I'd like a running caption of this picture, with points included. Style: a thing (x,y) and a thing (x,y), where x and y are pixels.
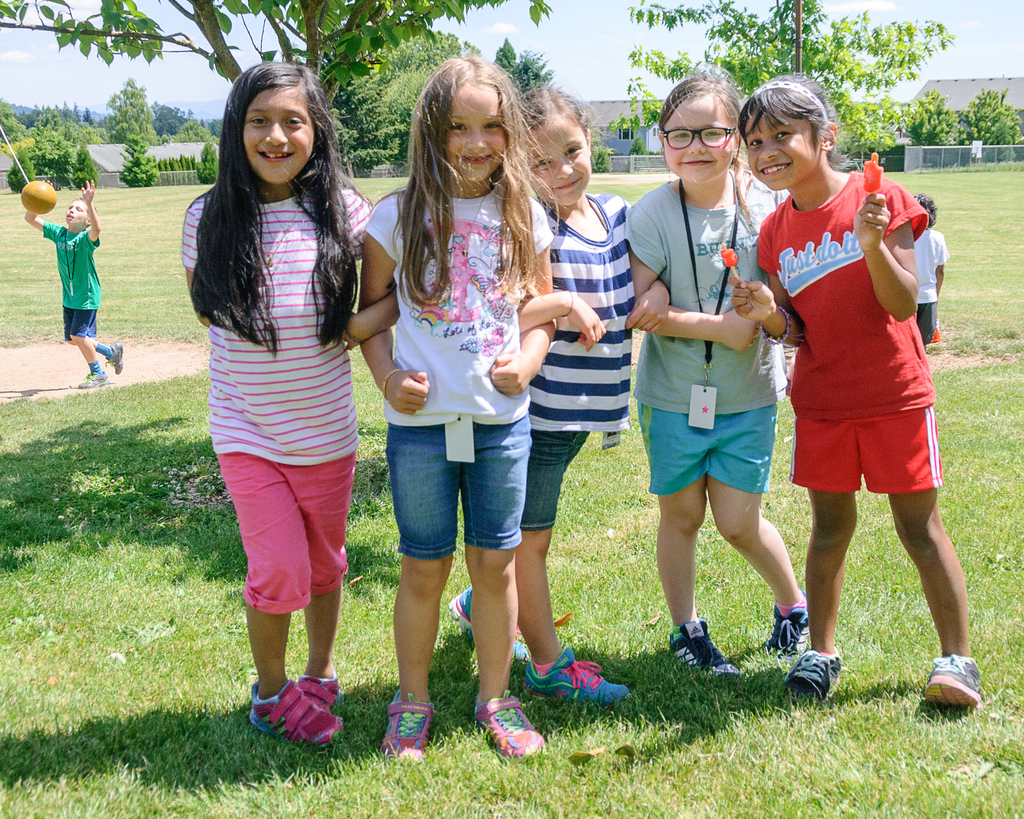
In this image we can see five girls (478,423) are standing on the grassy land (1006,528). Behind them one boy (62,248) is playing with the ball (51,197) and trees (868,83) are there.
